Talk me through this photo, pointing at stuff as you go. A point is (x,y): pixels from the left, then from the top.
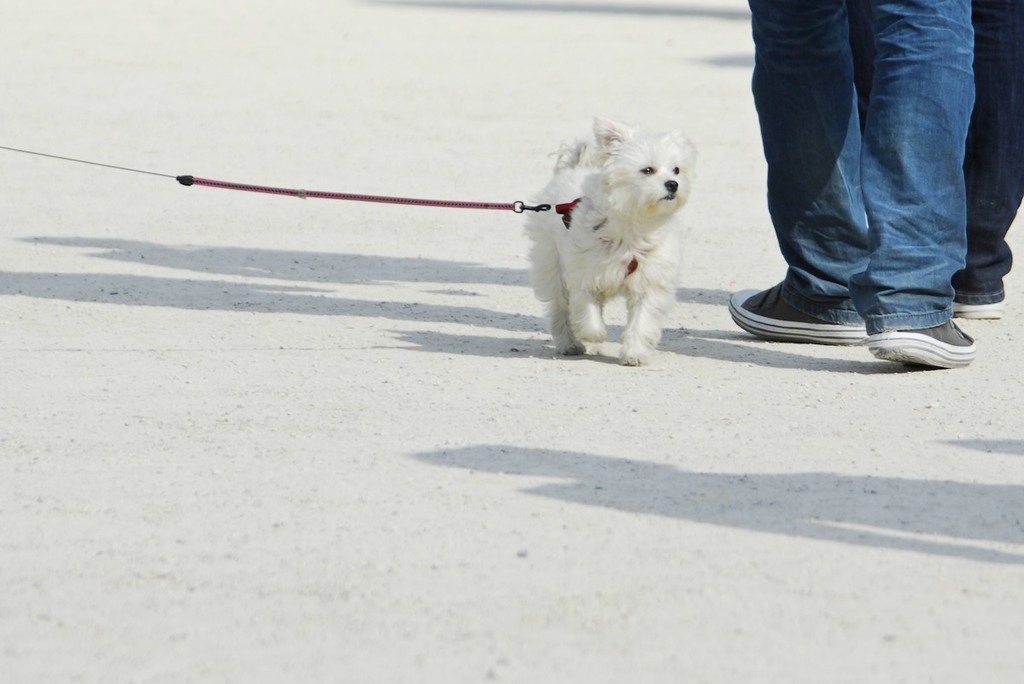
In this image, we can see a puppy (609,251) walking and we can see the legs (936,67) of two persons (902,71).
